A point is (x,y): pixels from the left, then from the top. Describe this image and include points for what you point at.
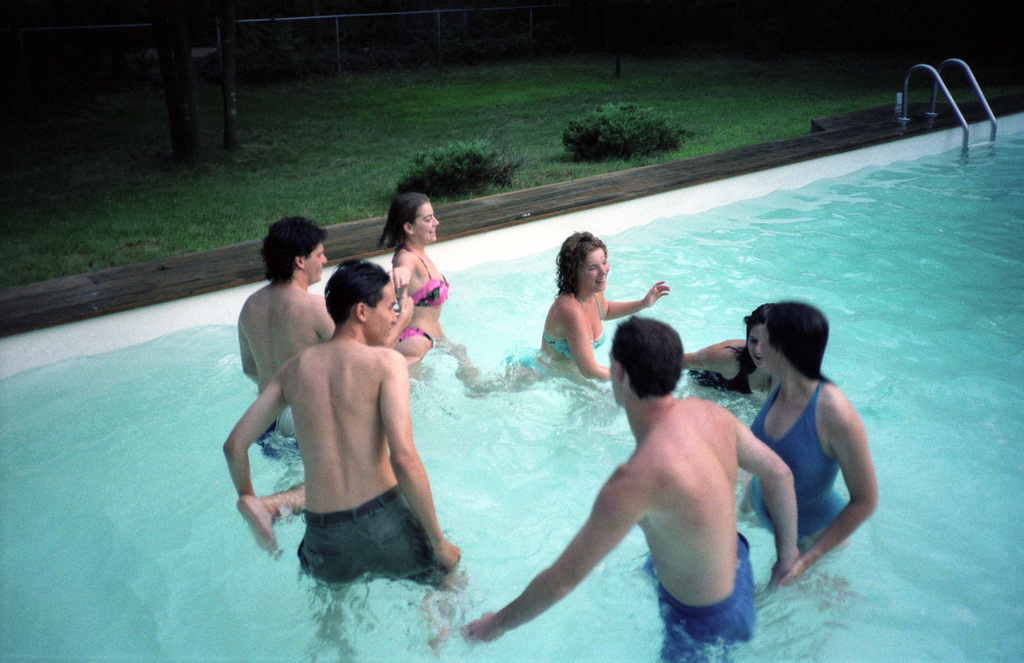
In this image, I can see a group of people (328,415) in the water (565,450). This is a swimming pool (805,268). In the background (295,177), I can see the grass (420,136), bushes (440,194), tree trunks (232,105) and the fence (241,51).
